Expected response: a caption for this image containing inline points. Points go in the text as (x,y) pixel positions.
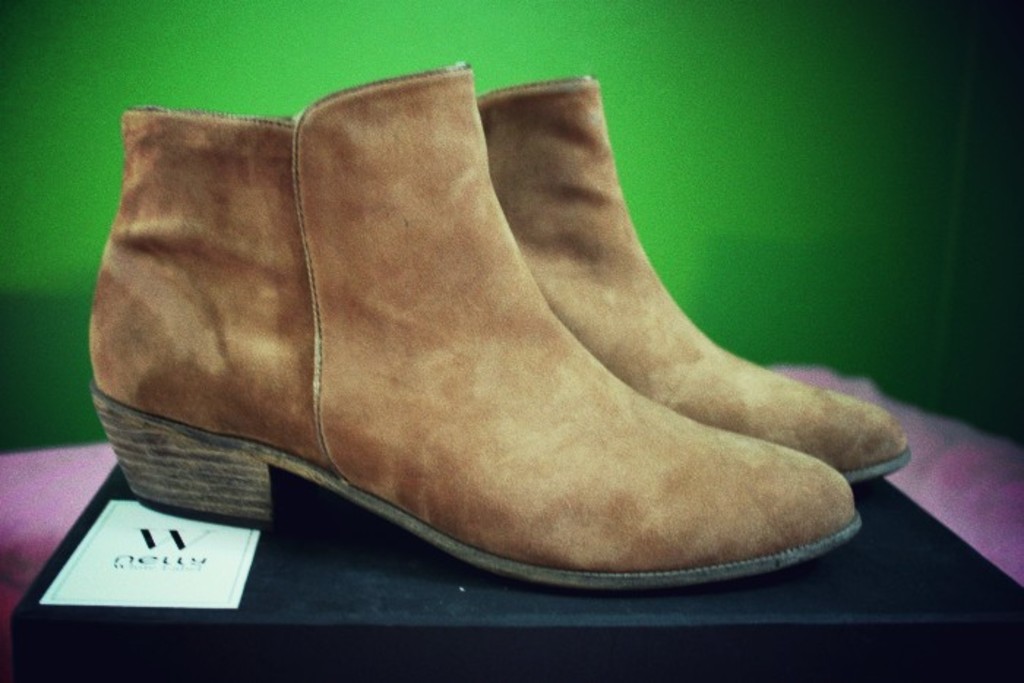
In the foreground of the picture (452,405) we can see shoes (501,435) on a box (332,547). In the background (347,64) it is green.
